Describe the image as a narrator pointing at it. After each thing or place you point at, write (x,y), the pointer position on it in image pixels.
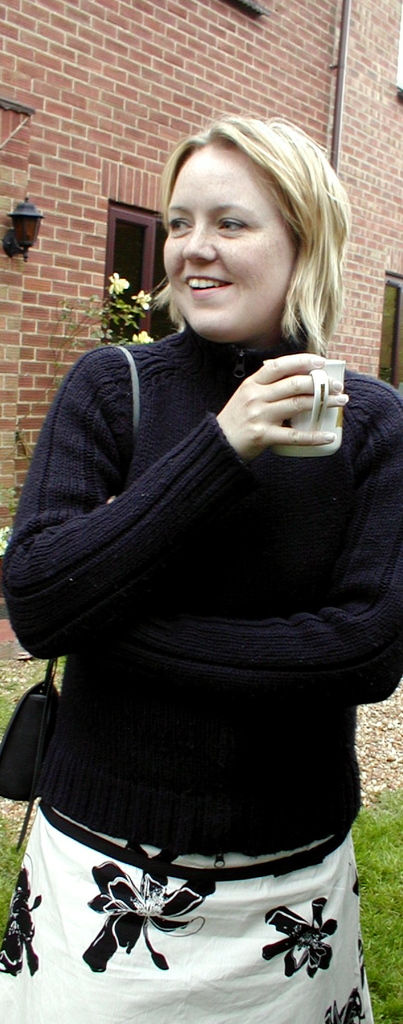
In this image there is a lady (173,565) holding a bag (123,350) and a cup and standing in the grass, there is a building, plant (124,344), a light (20,243) and pipe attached to the wall (102,288) and windows (127,295).
